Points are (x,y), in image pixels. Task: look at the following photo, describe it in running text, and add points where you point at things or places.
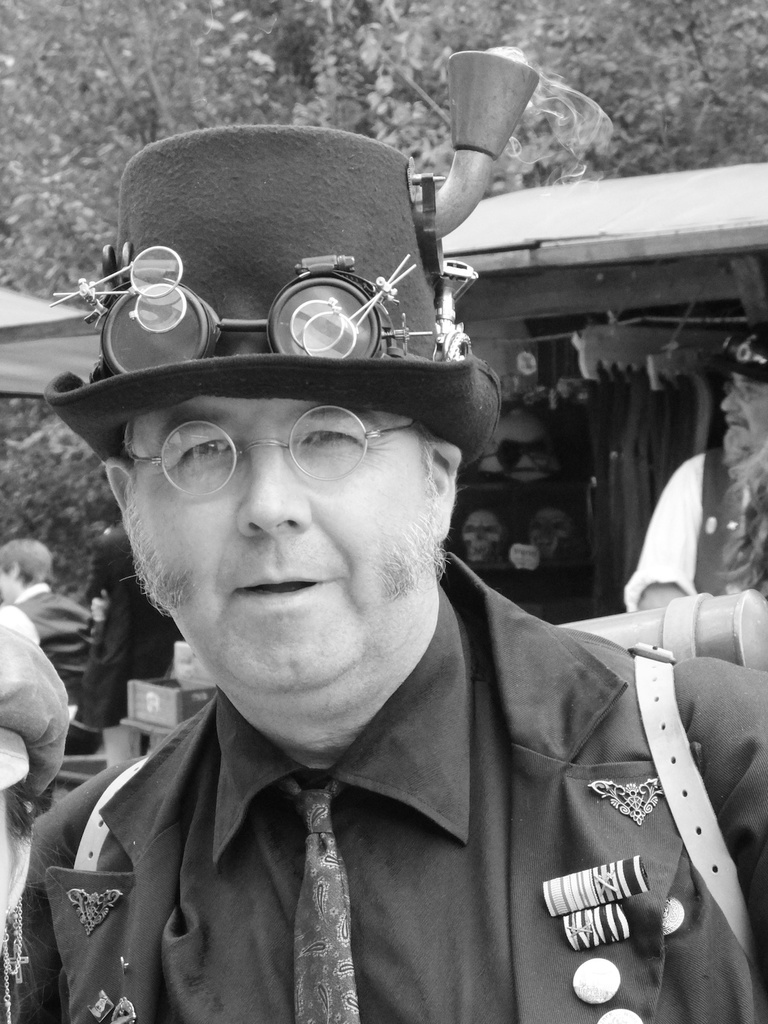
This is a black and white picture. The man (380,839) in the black shirt (495,794) who is wearing a hat (197,288) and spectacles (349,434) is smiling. I think he is posing for the photo. Behind him, we see people (69,614) are standing. On the right side (544,312), we see a tent (649,212) or a shed (578,296) under which people (713,524) are standing. There are trees (74,205) in the background (43,32).
